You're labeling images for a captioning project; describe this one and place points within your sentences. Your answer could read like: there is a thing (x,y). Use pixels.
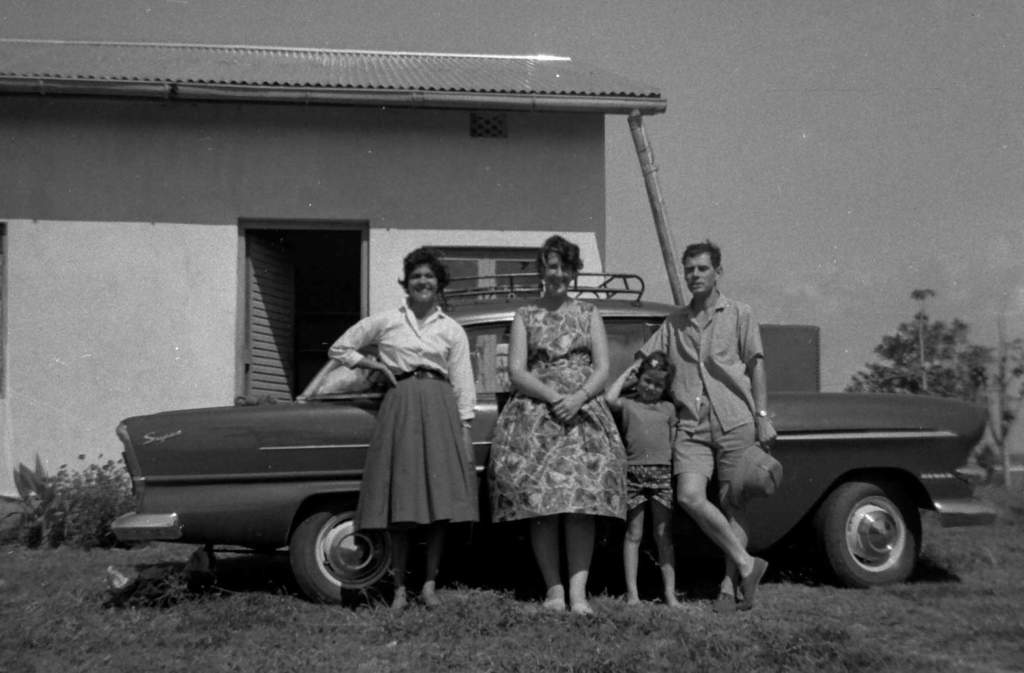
This is an old and black and white image. I can see a car (298,478), plants (61,497) and four persons (593,434) standing on the grass (571,609). In the background (385,177), I can see a house (580,227) and the sky (777,123). On the right side of the image (938,348), there is a tree (967,386).
